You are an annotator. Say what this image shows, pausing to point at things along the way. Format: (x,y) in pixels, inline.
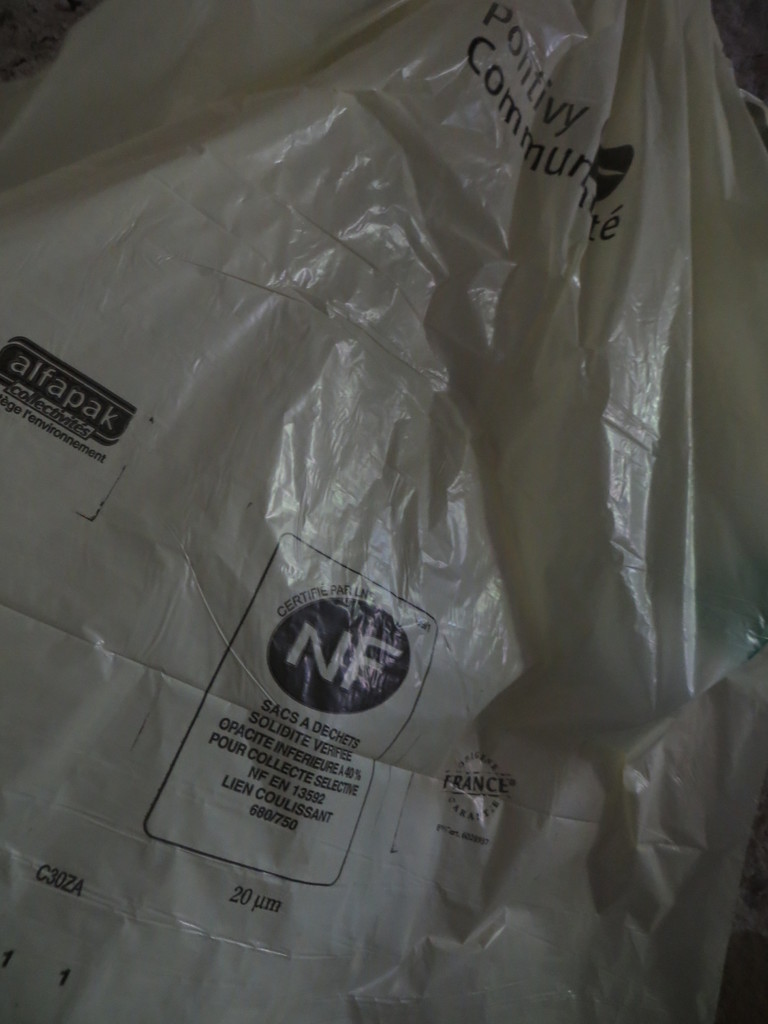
This picture contains a cover (279,662) having some text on it.
